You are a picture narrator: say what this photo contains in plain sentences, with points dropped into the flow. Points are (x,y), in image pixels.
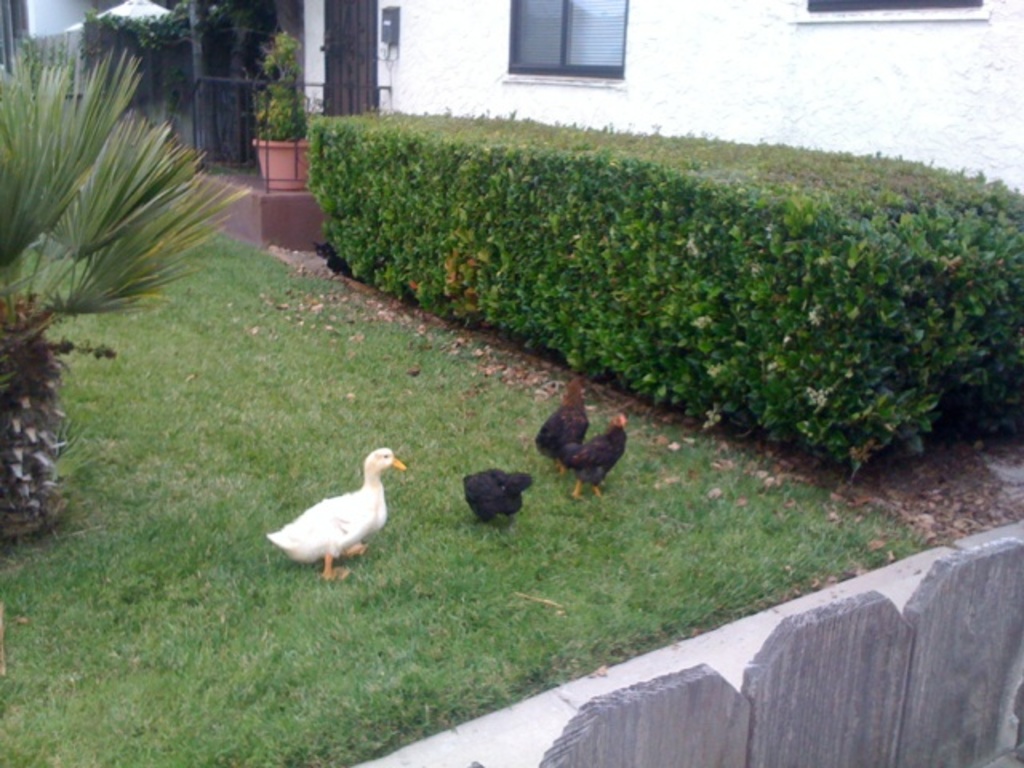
In this picture we can see a few birds (590,445) on the grass (460,515). There is a wall (1007,578) visible in the bottom right (868,593). We can see a plant (6,284) on the left side (6,275). There are a few plants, a house plant (271,123), fence (247,126) and a building (510,20) is visible in the background (612,48).
